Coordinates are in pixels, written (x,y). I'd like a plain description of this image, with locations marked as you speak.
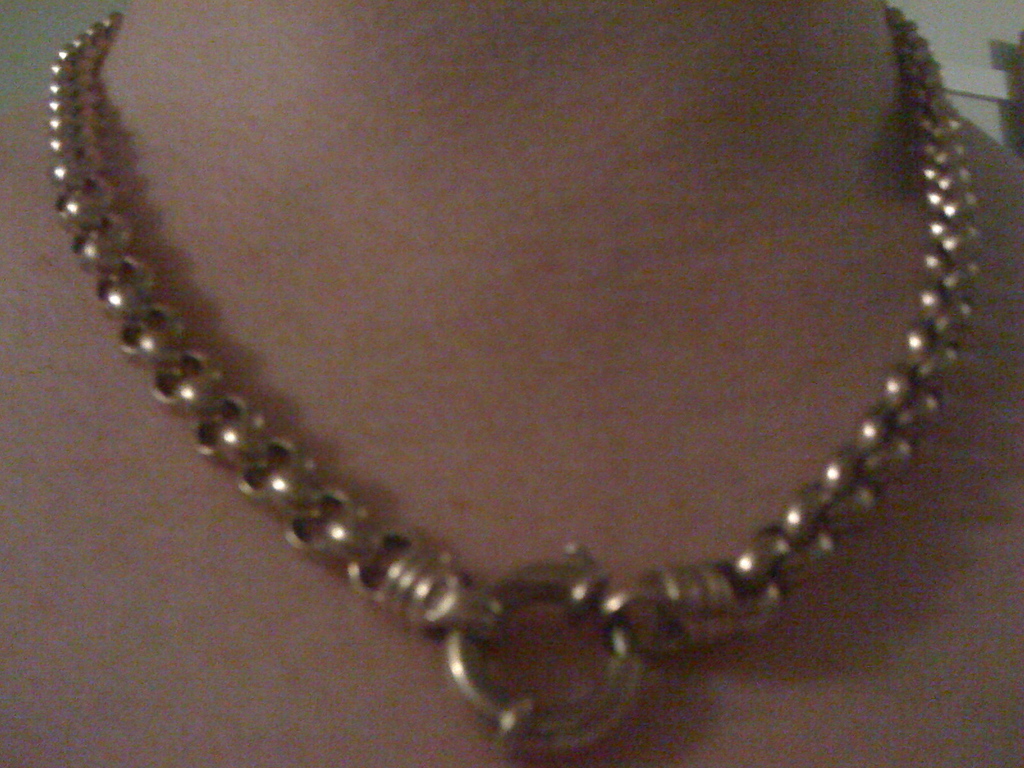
In the center of the image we can see chain (81,78) on the neck (410,517).
